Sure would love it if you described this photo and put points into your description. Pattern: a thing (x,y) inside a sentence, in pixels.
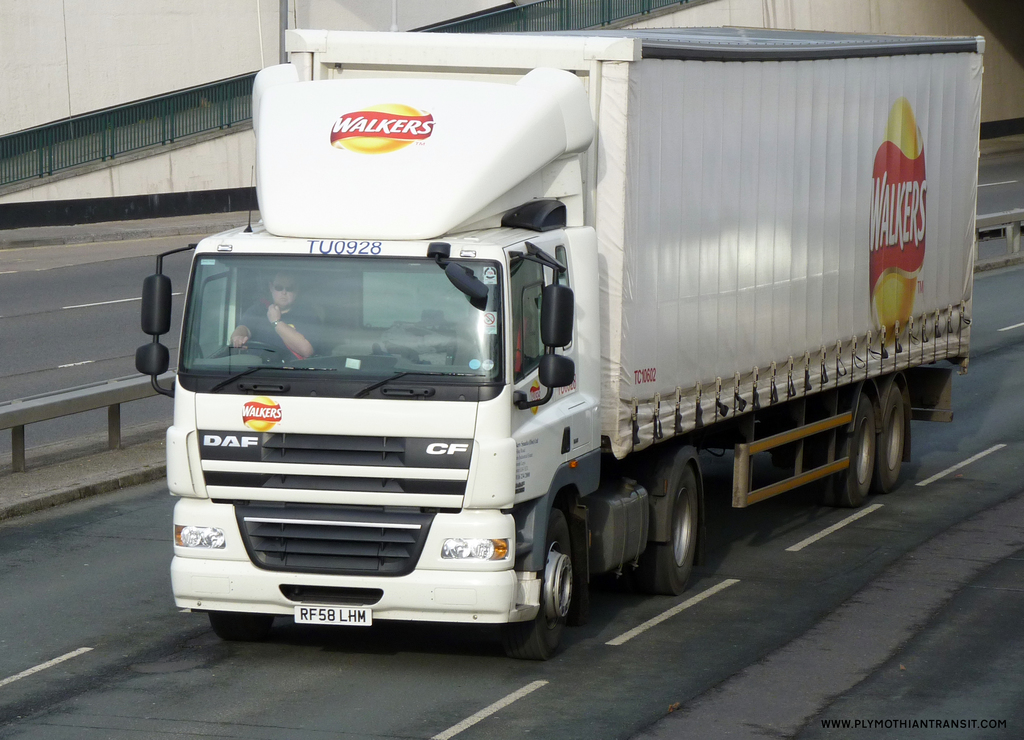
The picture is taken on the road (414,663). In the center of the picture (492,397) there is a truck (501,449). At the top (141,20) there are railing (77,151) and wall (466,14) painted white.
